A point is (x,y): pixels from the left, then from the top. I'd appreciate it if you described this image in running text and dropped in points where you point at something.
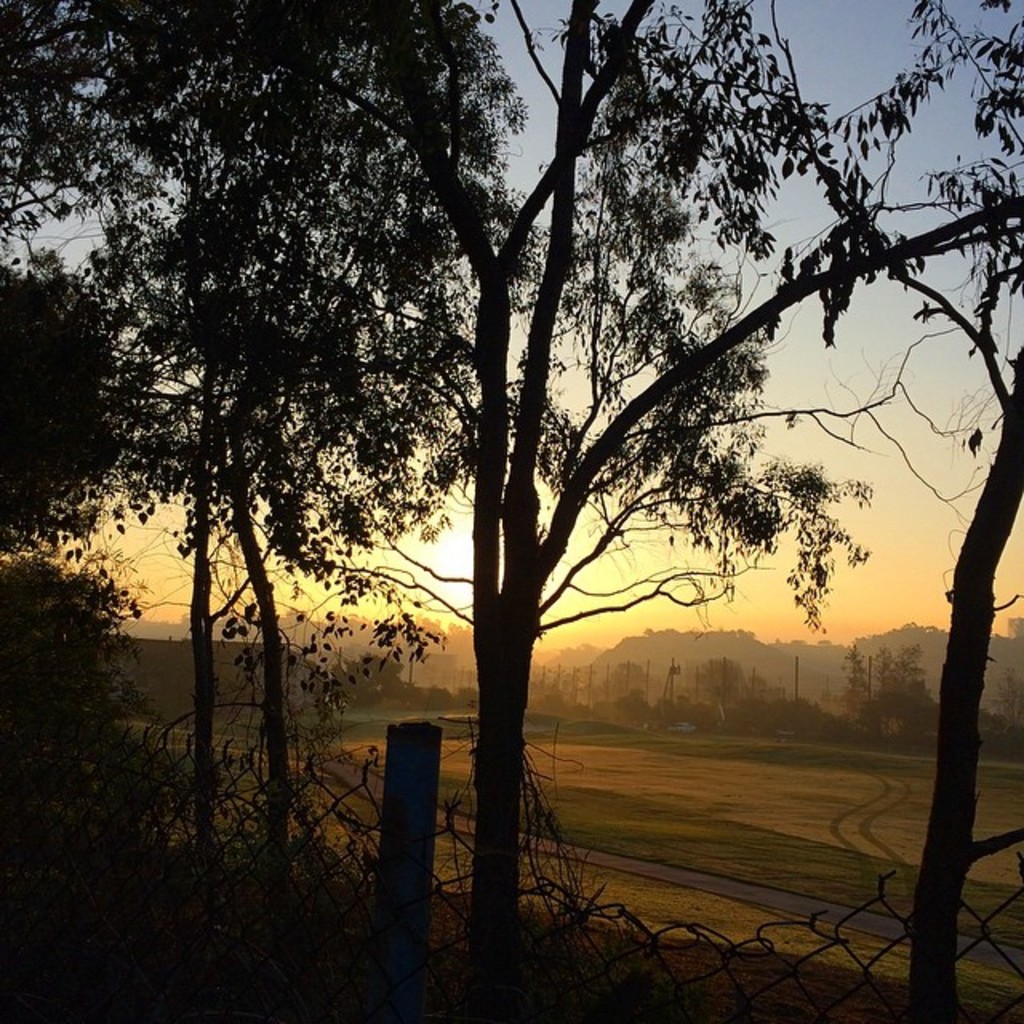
In this image there are trees (521,742) and grass (649,831) on the ground (656,855). At the bottom (261,919) there is a fencing (532,901). In the background (823,663) there are mountains (659,662) and poles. At the top (828,70) there is the sky (598,65). There is the sun (467,545) in the sky (436,572).
